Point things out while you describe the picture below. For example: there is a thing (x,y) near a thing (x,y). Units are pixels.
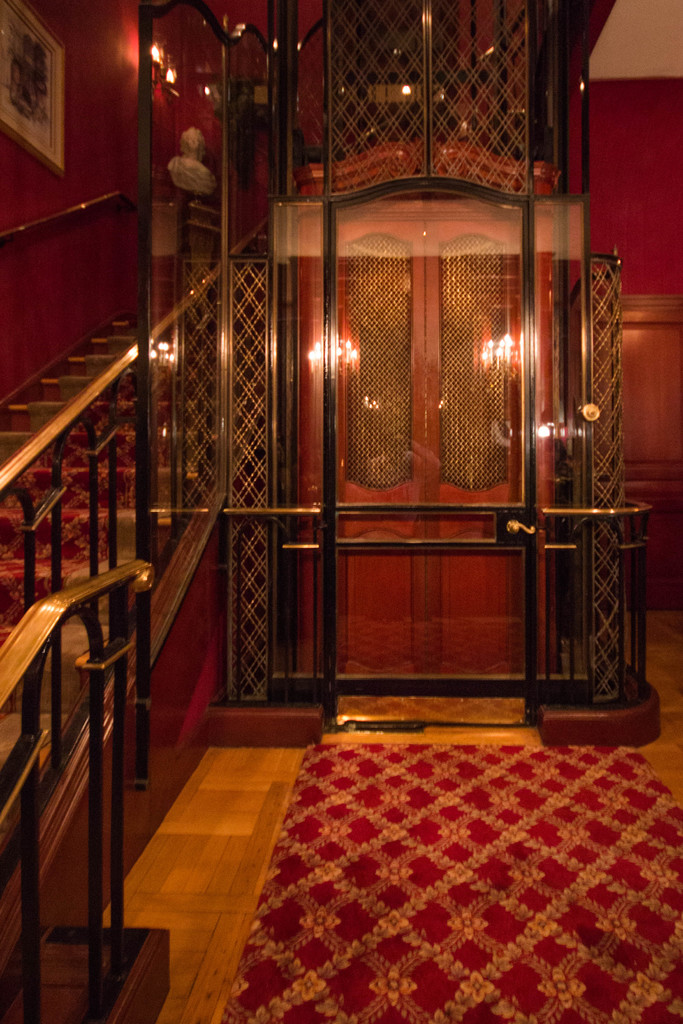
On the left side (34,459), there are steps (47,377) having a fence (78,205) on both sides. On the right side (627,816), there is a mat (653,840) on a wooden floor (201,933). In the background (454,394), there are doors (478,417) and there are lights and a photo frame (3,83) attached to a wall (248,64).
